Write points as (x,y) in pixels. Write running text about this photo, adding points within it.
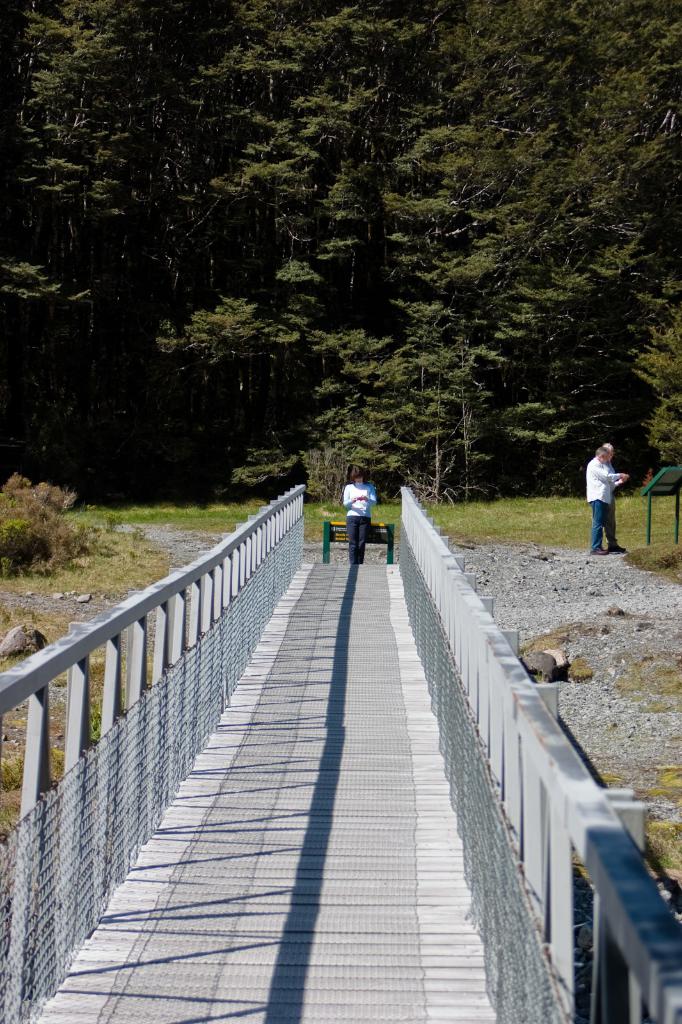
In this image I can see two persons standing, they are wearing white shirt (372,500), blue pant (356,539). Background (443,357) I can see trees (274,402) in green color.
